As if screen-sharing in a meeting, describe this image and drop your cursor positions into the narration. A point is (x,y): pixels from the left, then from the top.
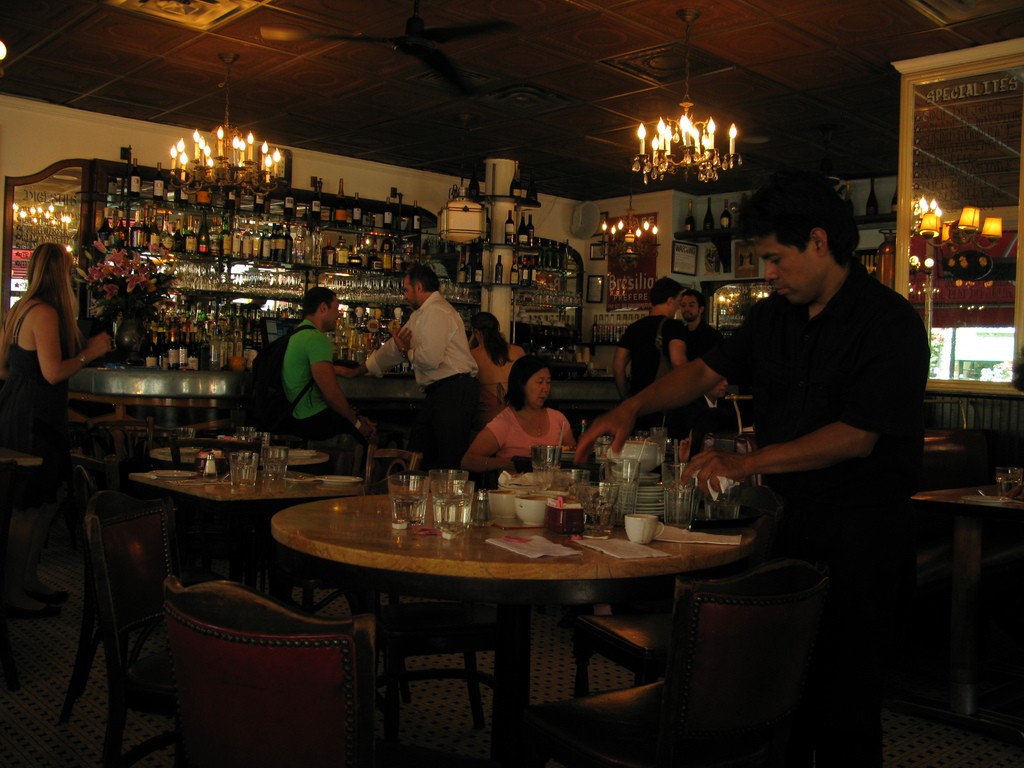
In this image I see few people (861,363) standing and one of the woman (492,464) sitting and there are few tables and glasses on it and there are chairs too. In the background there is a rack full of bottles (120,230) and on the ceiling (257,21) there is a fan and candles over here.
